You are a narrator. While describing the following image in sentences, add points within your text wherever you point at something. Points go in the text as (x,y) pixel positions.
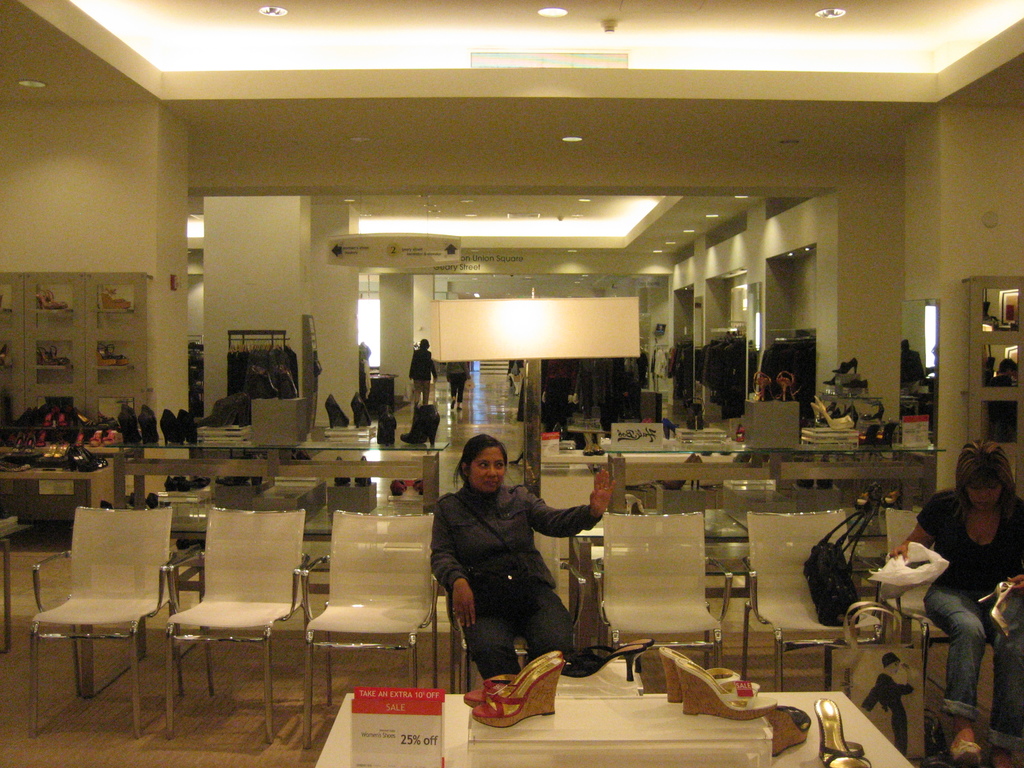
In this image I can see a woman (482,540) sitting on the chair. I can see another women (952,602) at the right corner of the image (958,610) sitting on the chair (926,648). There are some footwear (486,687) placed on a table (598,740). This is a bag (827,577) placed on the chair (798,574). This is a sign board (373,258) at the background (385,259) which indicates directions. I can see a group of footwear (102,436) kept on the table (154,445). This is a rack (91,330) at which some footwear (66,357) are stored. At background (422,361) I can see a person's (459,388) walking. There are empty chairs (291,575). This is a ceiling rooftop (506,57) with ceiling lights (760,58). I can see a mirror (911,331) at the right of the image (920,390). There are some clothes (711,373) hanged to the hangers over there.
